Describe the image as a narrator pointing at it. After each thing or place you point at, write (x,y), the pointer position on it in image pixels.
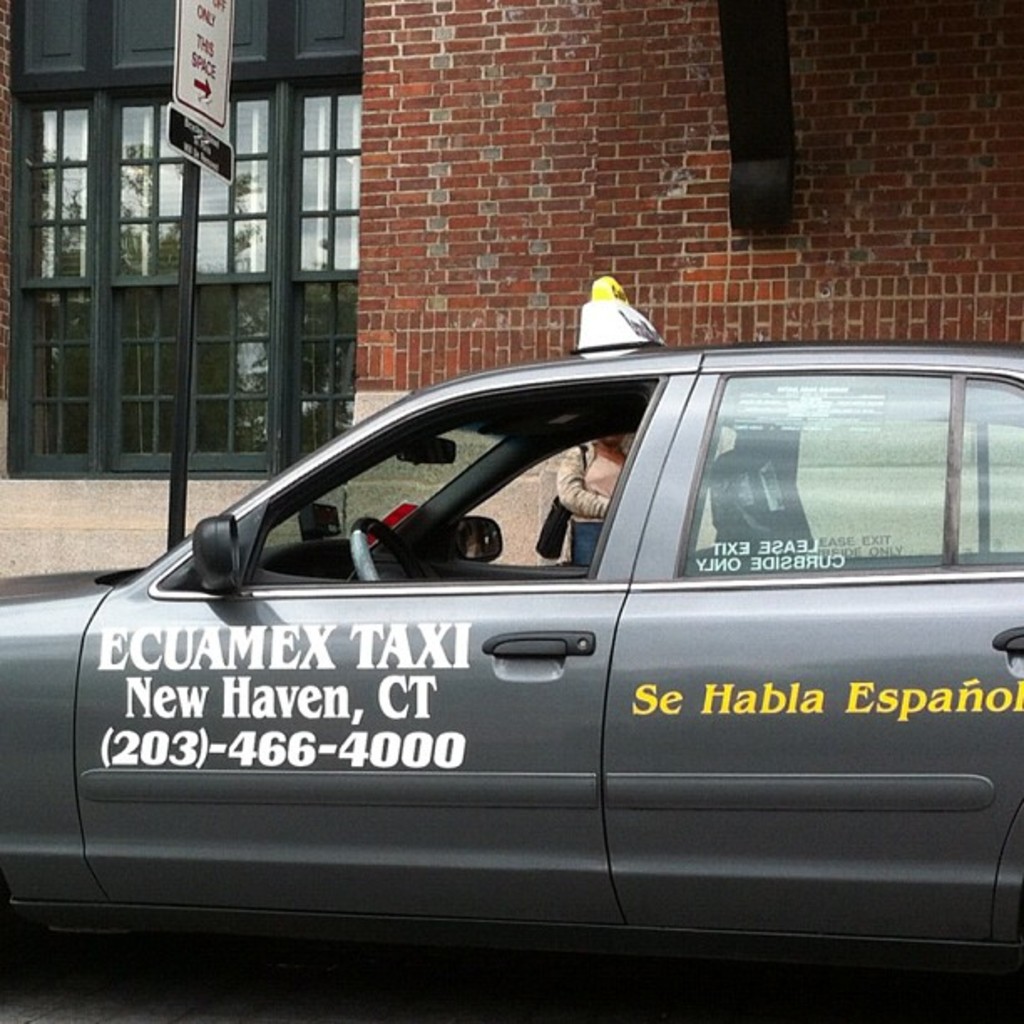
In the center of the image (528,577) we can see a car (757,786) with some text (691,706) on it. In the background (574,243) there is a brick wall (515,244), one black color object (760,155), one pole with sign boards (207,151) and one person (570,479) is standing and wearing a bag (548,523).
